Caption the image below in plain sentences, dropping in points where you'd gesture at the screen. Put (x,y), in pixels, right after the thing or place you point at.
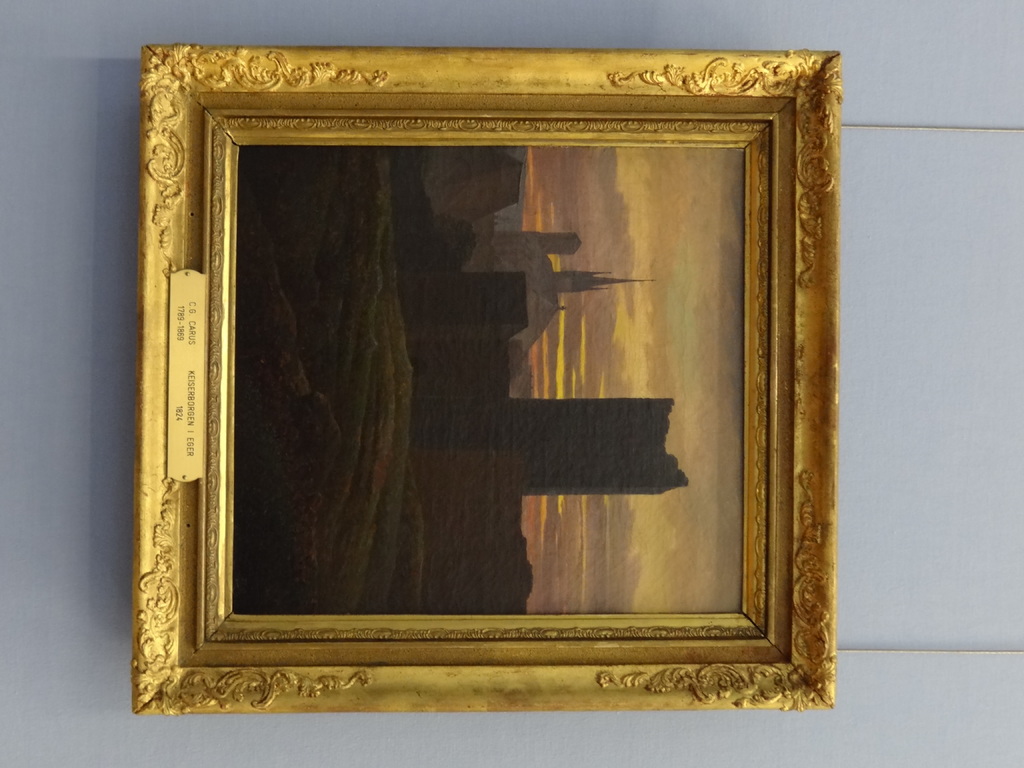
In the center of the image (488,376), we can see a frame (819,634) on the wall (985,656).
